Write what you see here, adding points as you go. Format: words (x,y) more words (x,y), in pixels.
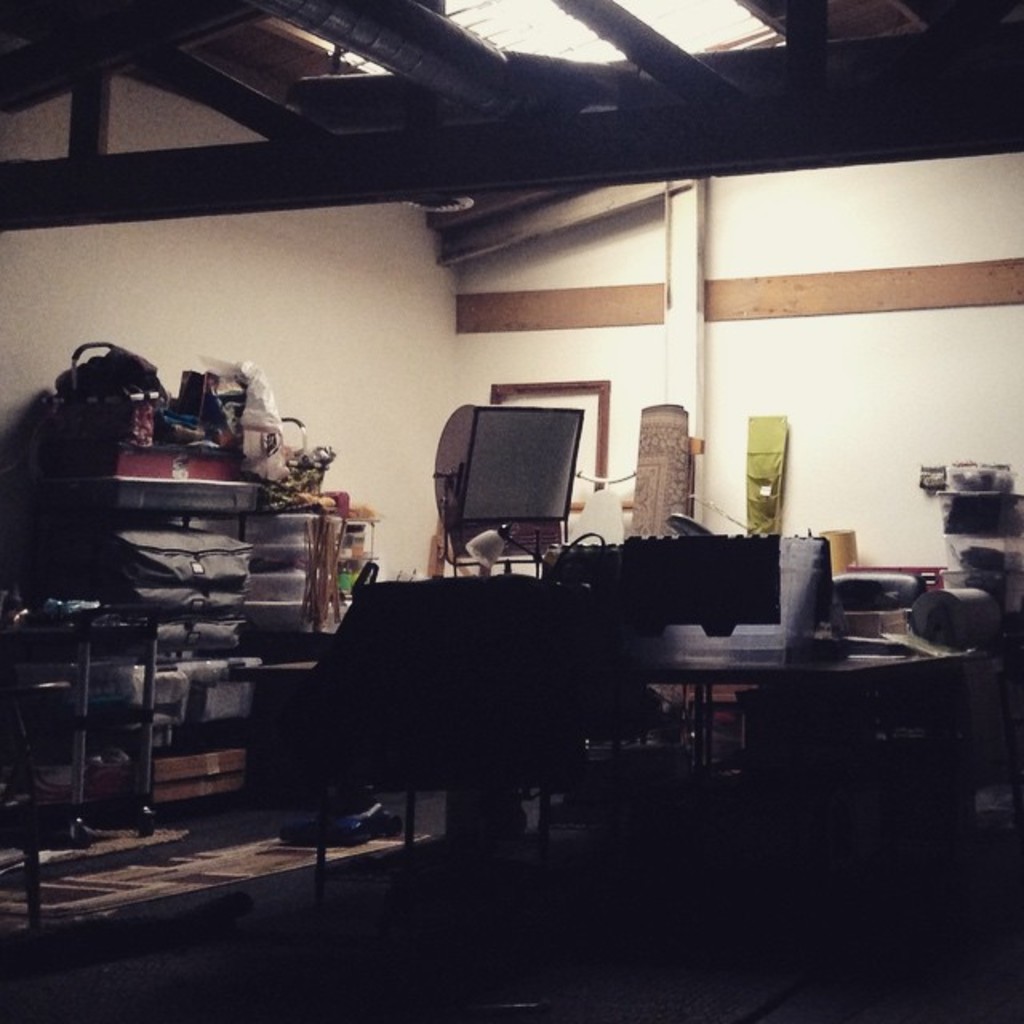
In this image we can see inside of a house (672,333). There are many objects (656,712) in the image. There are many objects (223,638) placed on the rack (190,587). There are few lights (541,41) at the top of the image (683,9).
